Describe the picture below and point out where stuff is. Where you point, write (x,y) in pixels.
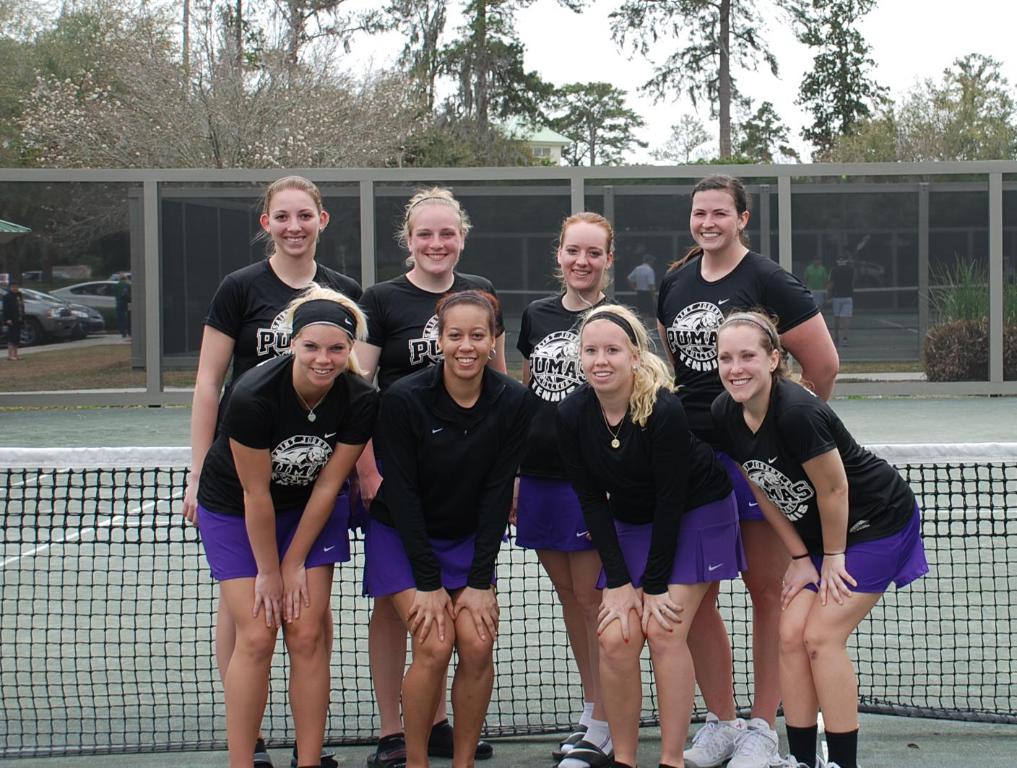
In this image we can see people (503,391) standing. At the bottom (46,660) there is a net (207,579). In the background (86,60) there are trees (680,126) and sky (700,124). There is a fence (666,201) and we can see cars (63,325).
